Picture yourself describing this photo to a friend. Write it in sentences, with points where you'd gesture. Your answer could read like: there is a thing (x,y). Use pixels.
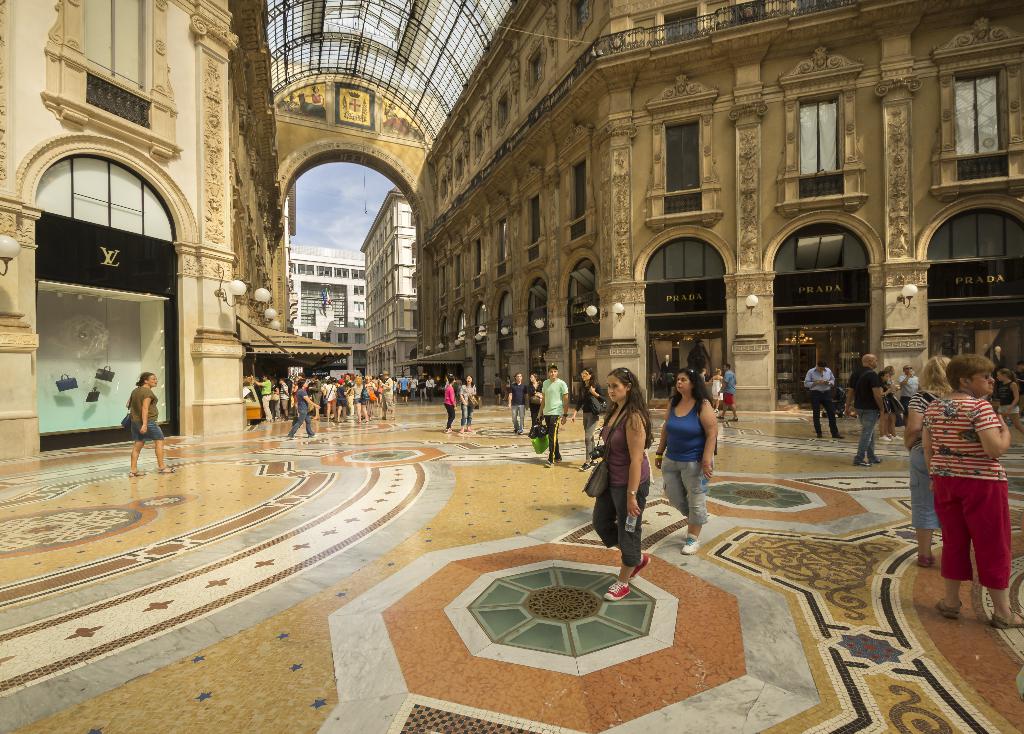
In this picture we can see some people (943,424) walking, in the background (787,287) there are some buildings (407,274), we can see lights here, on the left side (110,341) there is glass (132,348), we can see the sky (309,216) at the top of the picture (324,202), a woman (635,477) in the front (636,467) is carrying a bag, we can see windows (822,163) of this building (656,193).
